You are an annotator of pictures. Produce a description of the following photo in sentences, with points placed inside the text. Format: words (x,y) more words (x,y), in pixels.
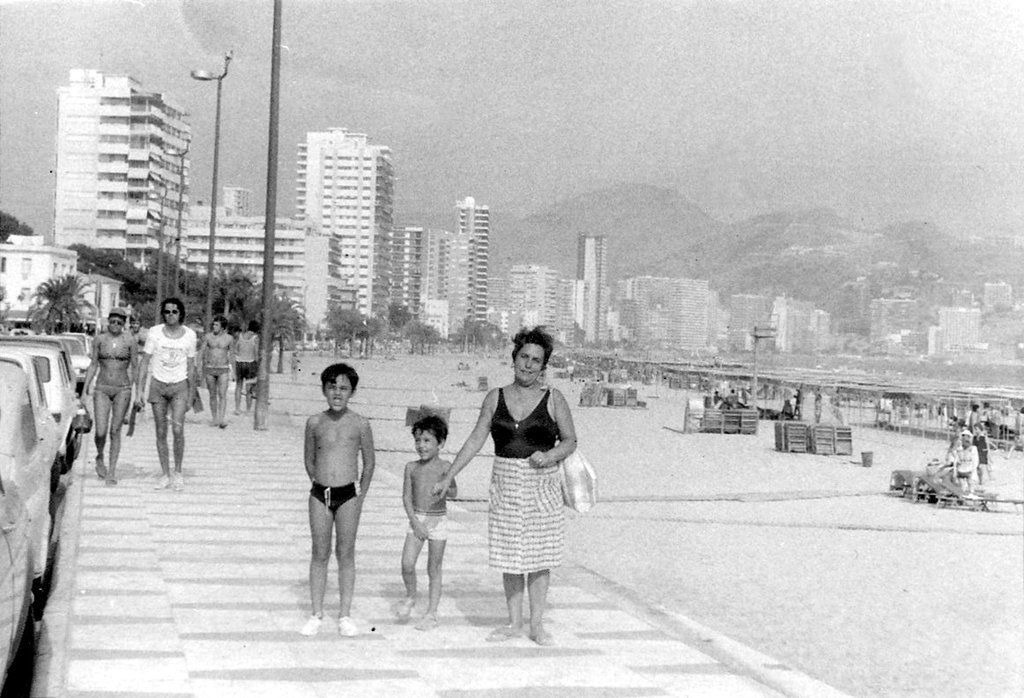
It is the black and white image in which there are few people (240,396) walking on the footpath (170,537). Beside the footpath (183,532) there are cars (32,377) parked on the road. In the background (307,220) there are buildings (655,315). On the footpath (127,573) there are poles (214,155). On the right side (878,496) there is sand (850,494). In the sand (657,427) there are so many people (730,405).
